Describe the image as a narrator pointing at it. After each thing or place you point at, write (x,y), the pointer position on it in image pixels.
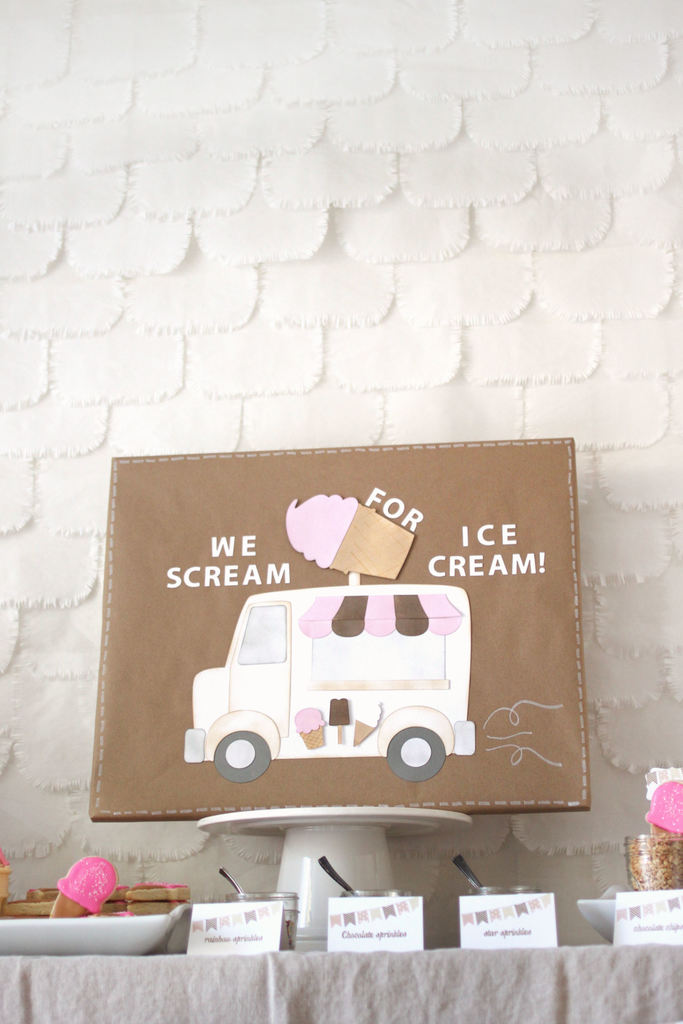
In this image, we can see a poster (362,740) with some images (352,694) and text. We can also see some food items (165,889) on a grey colored cloth (14,966). There are some boards (246,929) with text (238,937) and images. We can also see the wall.
